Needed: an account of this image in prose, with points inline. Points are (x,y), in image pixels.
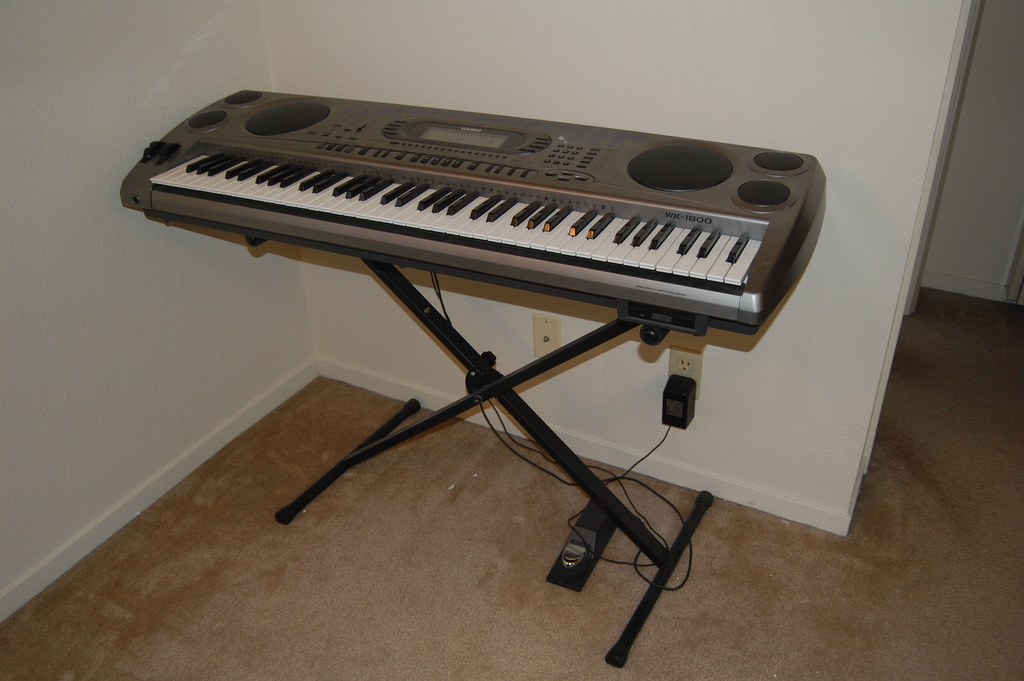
In this picture there is a piano (617,241) with a black color stand (383,264) which is electrically supported by a socket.
